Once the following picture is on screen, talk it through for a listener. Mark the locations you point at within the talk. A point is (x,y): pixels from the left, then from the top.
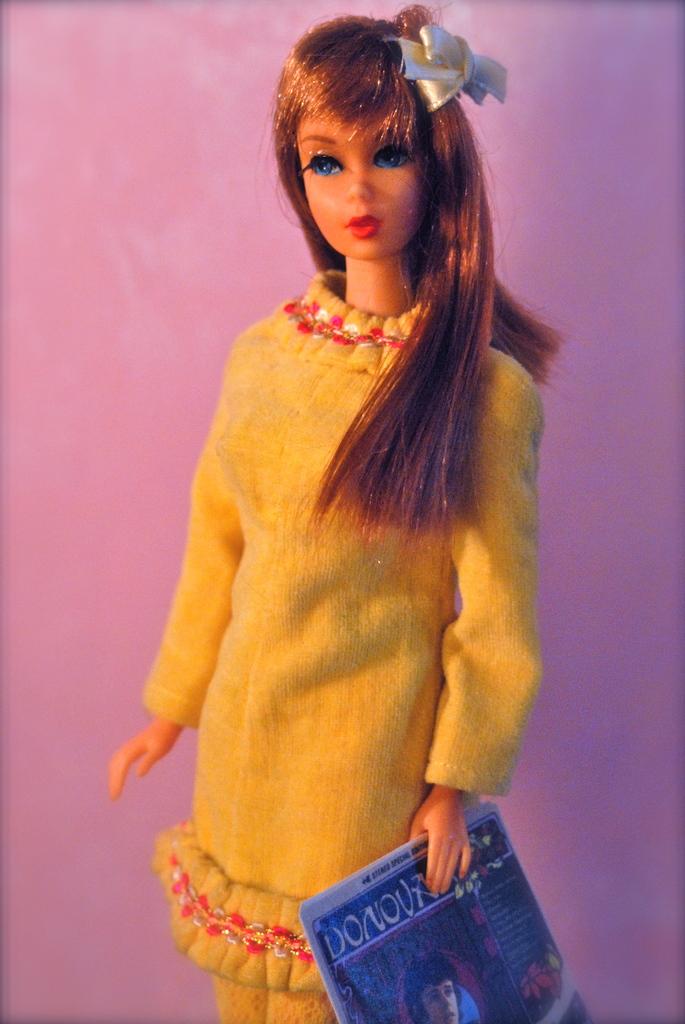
In this image there is a doll (388,645), which is holding an object (417,972), background (175,166) is pink color.
